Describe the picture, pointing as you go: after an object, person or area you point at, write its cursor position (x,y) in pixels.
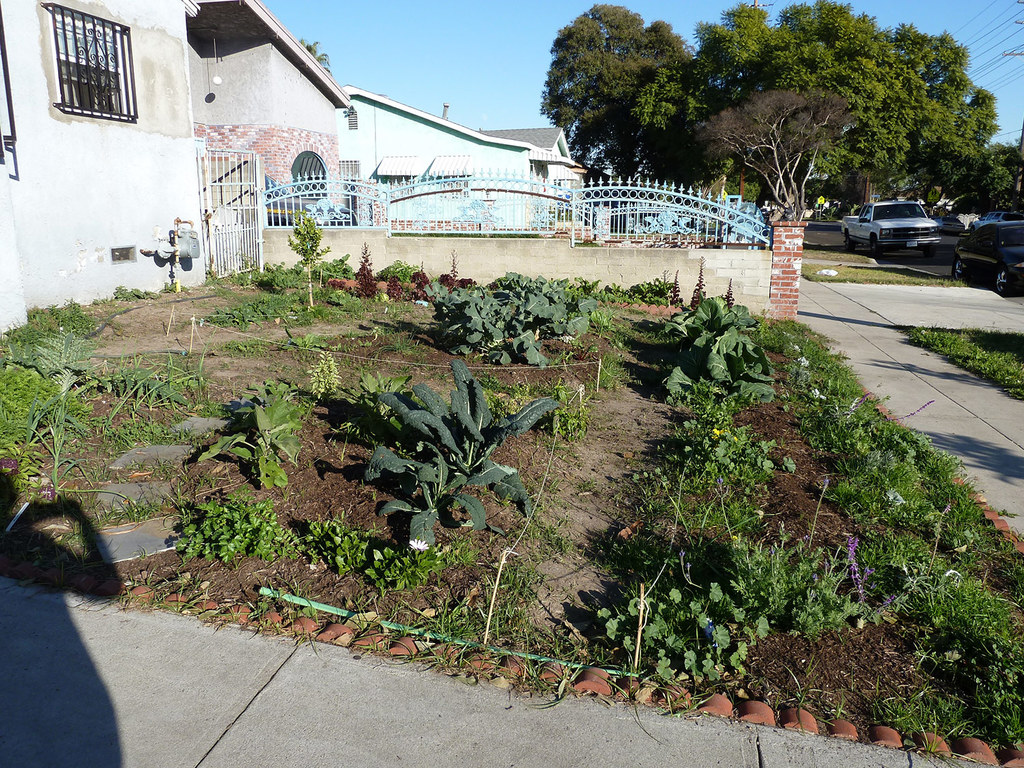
In this picture there are buildings (457,133) on the left side of the image (181,209). On the right side of the image (930,167) there are trees (797,164) and there are vehicles (991,266) on the road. In the foreground (739,616) there are different plants (723,643). At the back (267,182) there is a railing (598,212) on the wall (787,263). At the top (970,49) there is sky (993,42). At the bottom (516,654) there is grass (1020,386) and there is a road (877,325). In the bottom left (100,736) there is a shadow (43,532) of a person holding the object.
